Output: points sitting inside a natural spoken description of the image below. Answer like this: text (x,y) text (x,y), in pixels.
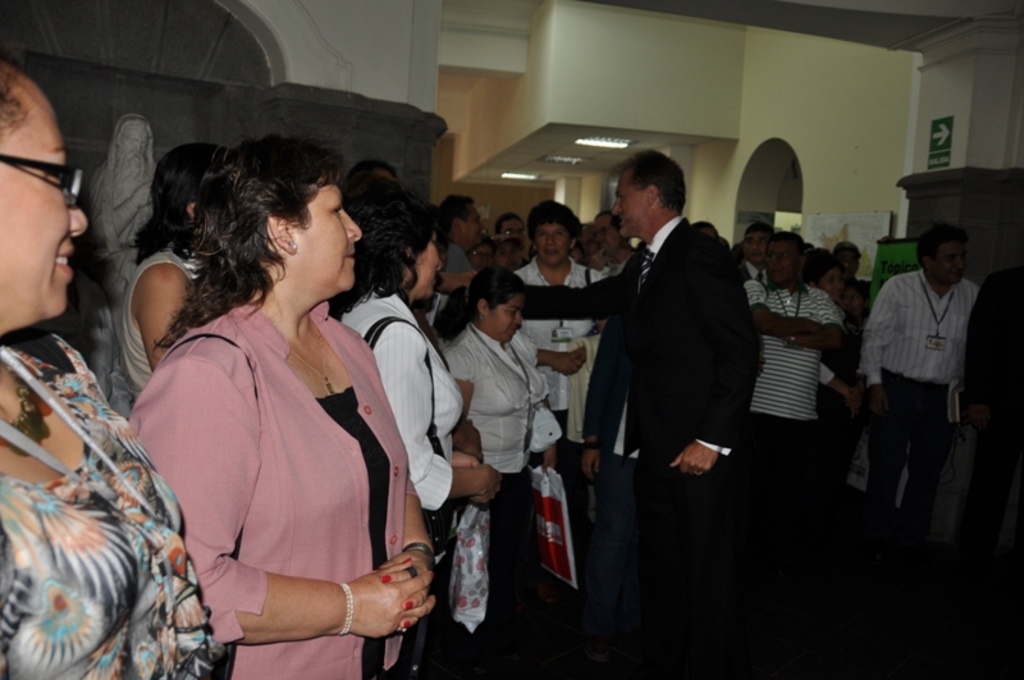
In this image I can see group of people (270,427) standing. There are boards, walls (167,140), lights (512,175) and there is a sculpture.
